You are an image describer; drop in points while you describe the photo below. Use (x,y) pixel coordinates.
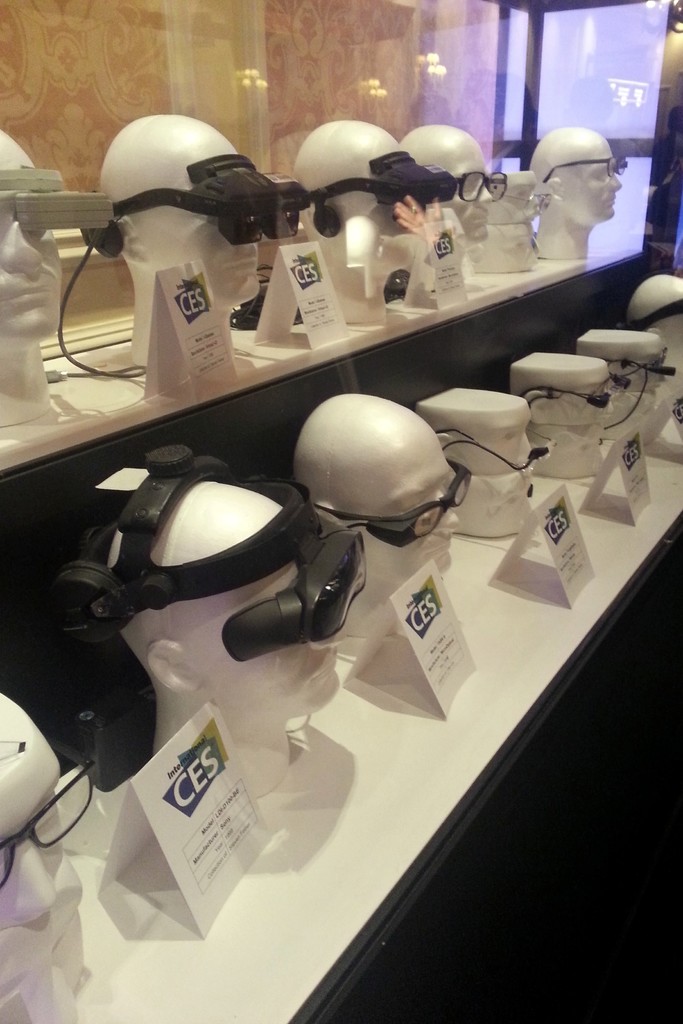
In this image we can see different types of glasses (411,179) on the mannequins (330,486) and information tags (199,808) on the white color surface (372,748). There is a glass (616,82) in the background (278,101).
